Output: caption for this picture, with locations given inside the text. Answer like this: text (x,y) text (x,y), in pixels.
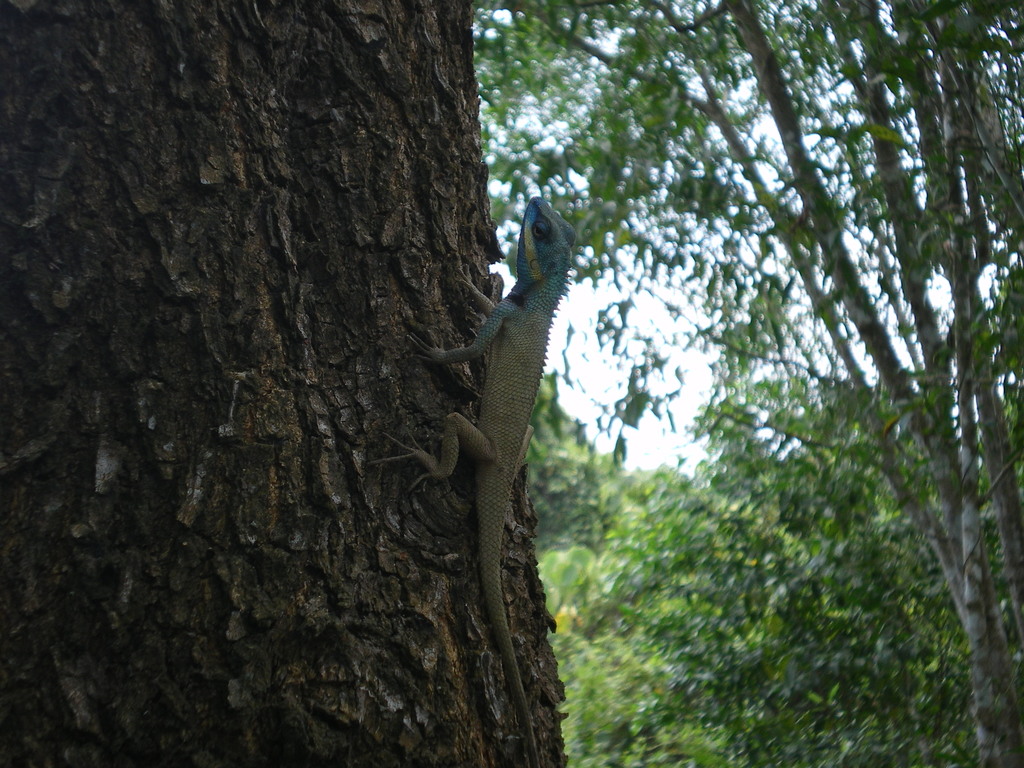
In this picture we can see a reptile (473,346) on the tree (377,315), in the background (654,543) we can find few more trees (732,481).
